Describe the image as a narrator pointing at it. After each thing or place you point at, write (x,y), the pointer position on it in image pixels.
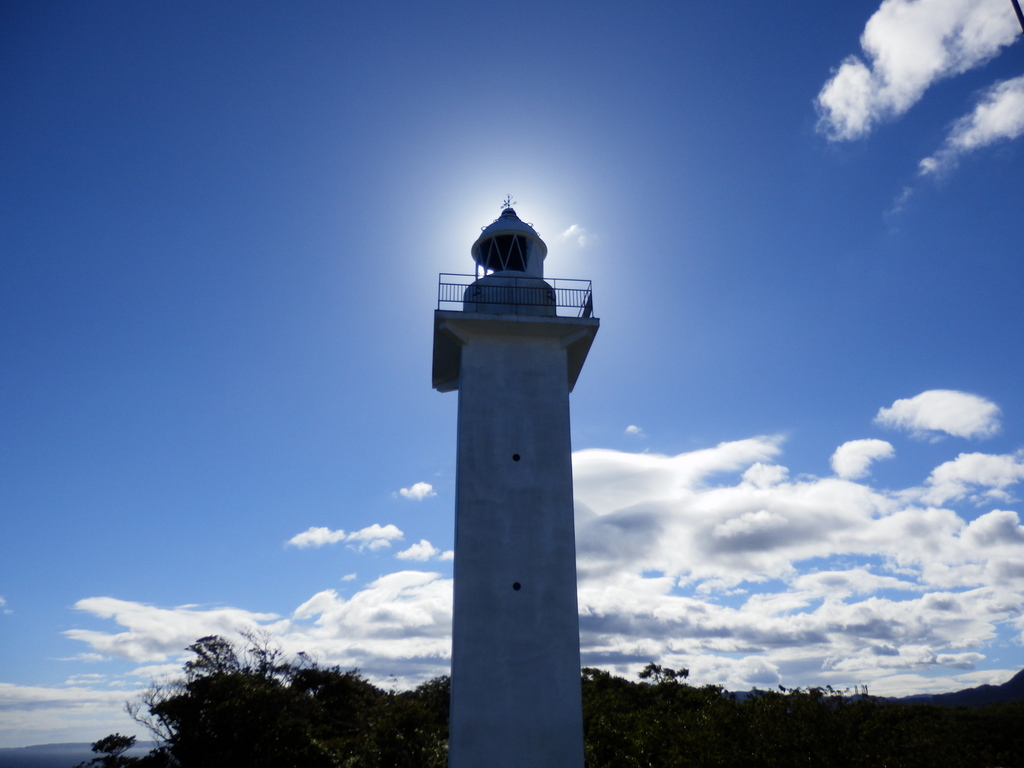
In this image I can see a huge tower (563,470) which is white in color, the railing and few trees (329,716) which are green in color. In the background (717,299) I can see the sky (746,262).
